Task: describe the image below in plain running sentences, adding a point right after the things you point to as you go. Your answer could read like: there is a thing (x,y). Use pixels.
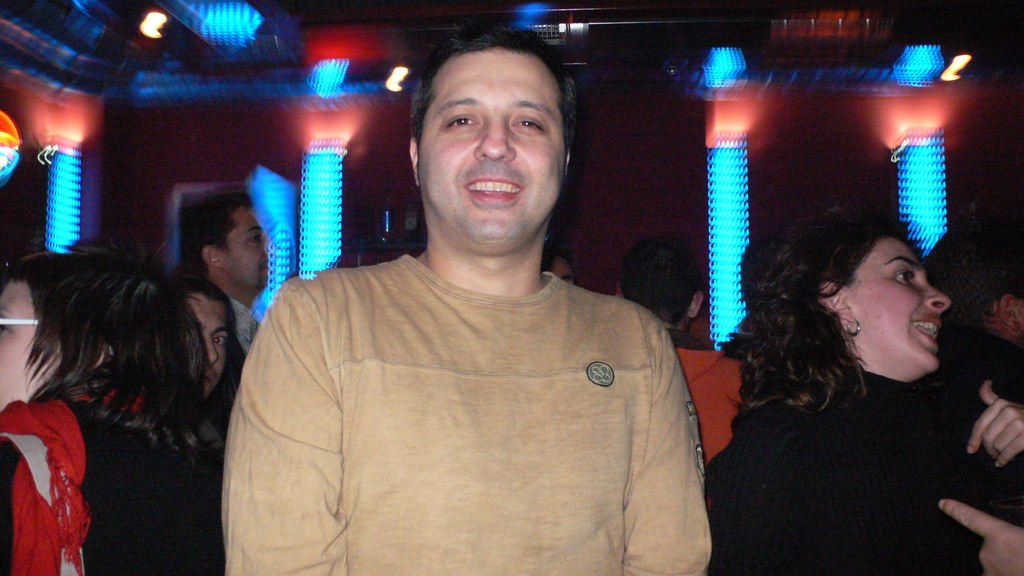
Here I can see a man (407,407) wearing a t-shirt (450,360) and smiling by looking at the picture. At the back of him there are many people (78,436). It seems like they are dancing. In the background (918,198) there are few lights (333,154) in the dark.
